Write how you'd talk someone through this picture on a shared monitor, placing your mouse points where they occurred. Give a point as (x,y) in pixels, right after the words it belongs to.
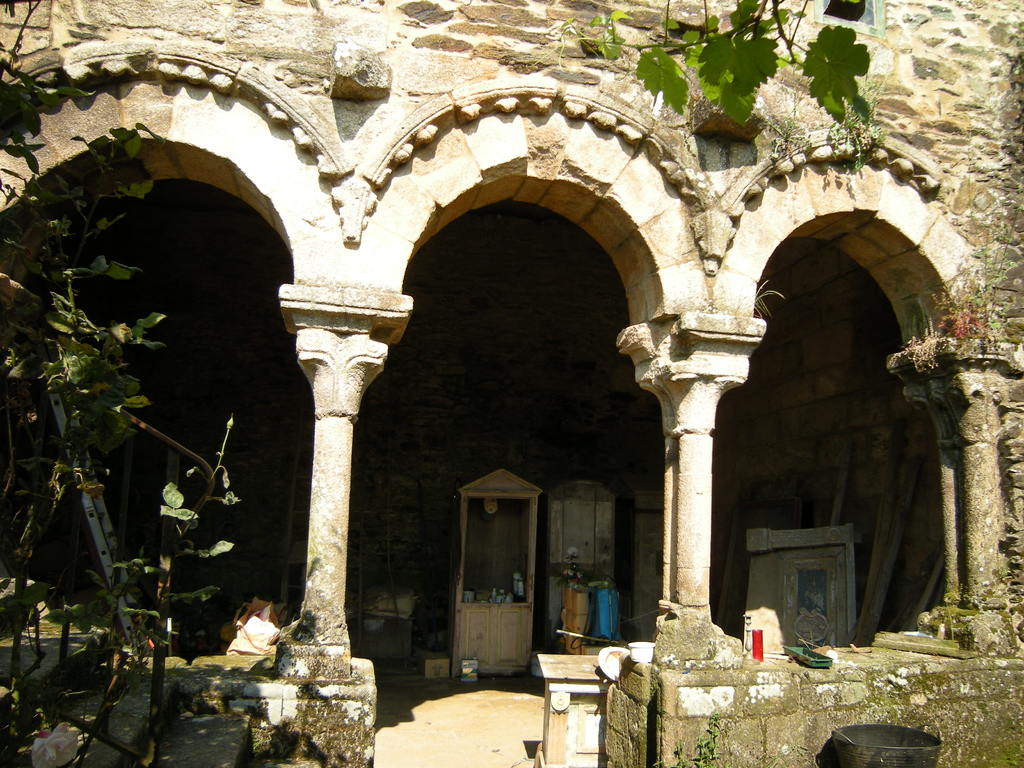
There is a building (213,107) with arches (434,190) and pillars (700,355). There are plants (56,365). Inside the building (418,484) there is a shelf (483,524), wooden pieces (585,544) and many other items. Near to the building (987,742) there is a box (874,738).
